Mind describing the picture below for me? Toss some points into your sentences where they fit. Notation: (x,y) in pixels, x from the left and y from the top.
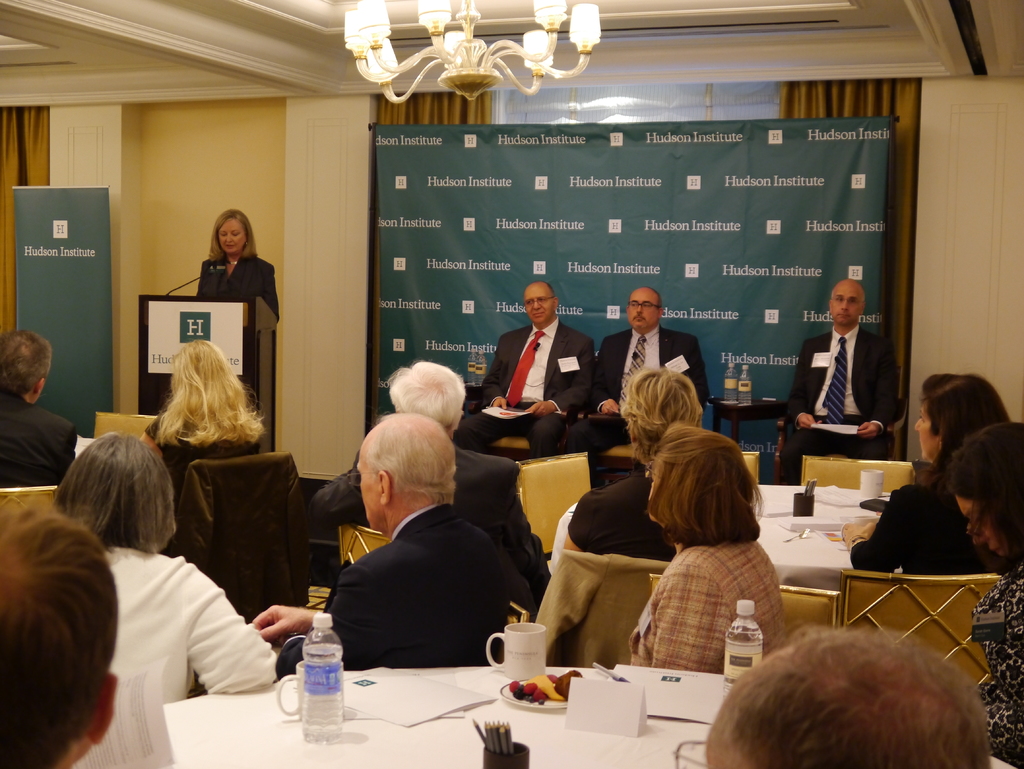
this picture shows a group of people (392,461) seated on the chair (380,547) and we see few water bottles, cups (535,663) and papers (412,683) on the table (207,753) and we see a woman (204,279) standing at a podium (194,315) and speaking with the help of a microphone (165,293).
